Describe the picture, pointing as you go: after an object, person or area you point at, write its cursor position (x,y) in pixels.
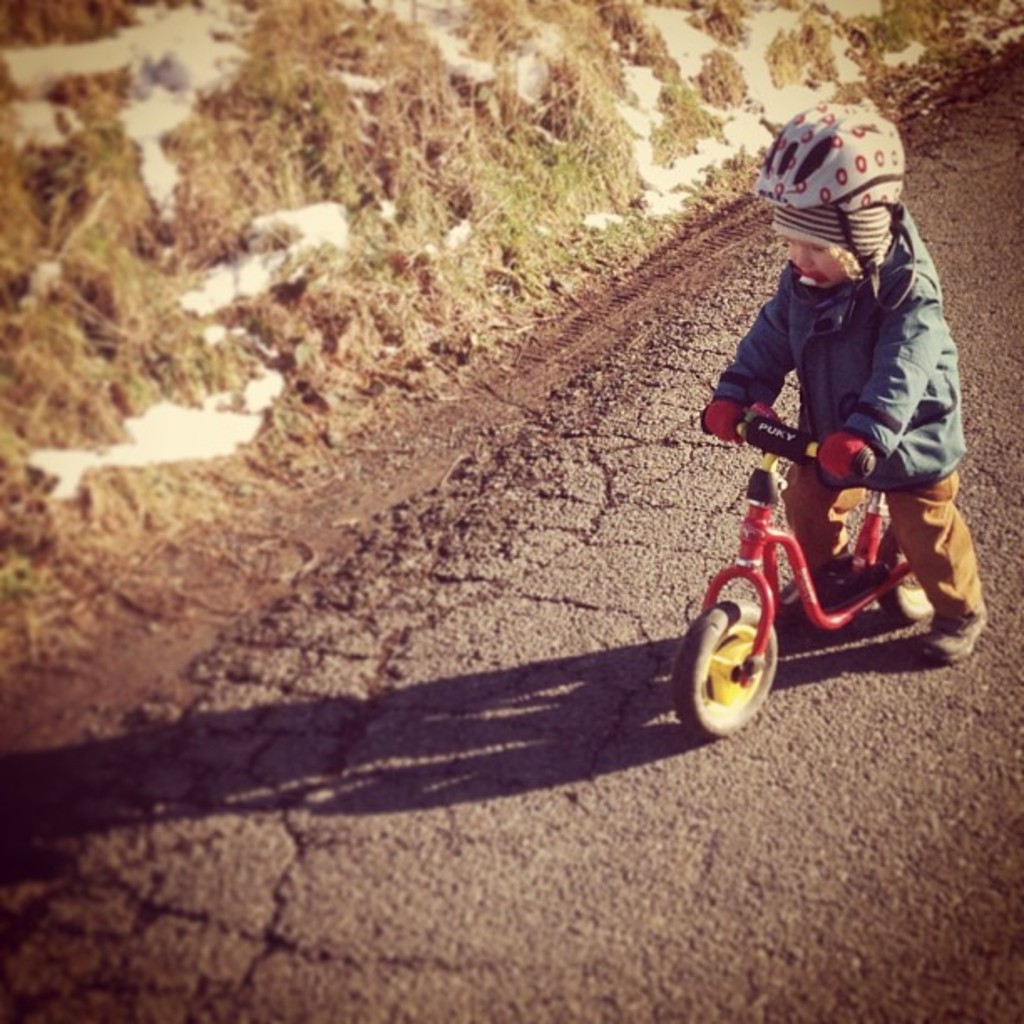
This picture describes about a kid (813,359) seated on the bicycle (720,631) in the background (290,356) we can see grass (516,310).
